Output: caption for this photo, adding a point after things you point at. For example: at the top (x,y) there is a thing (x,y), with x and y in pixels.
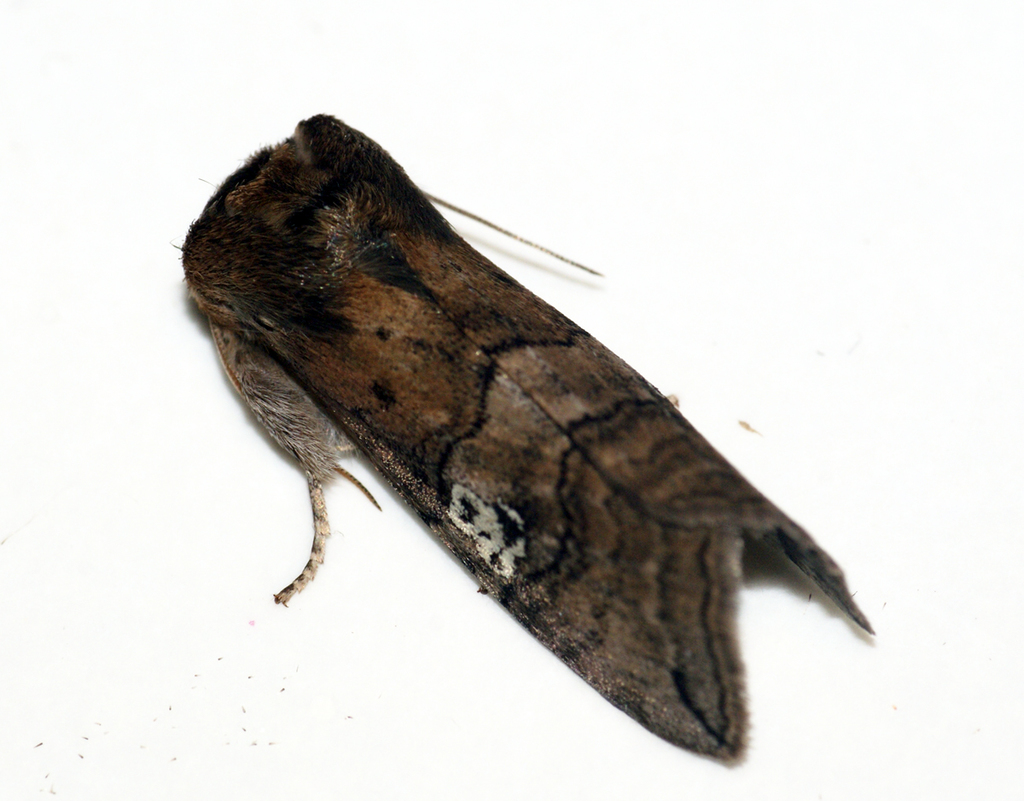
In this image I can see a insect (425,365) which is brown, black and white in color on the white colored surface (350,87).
